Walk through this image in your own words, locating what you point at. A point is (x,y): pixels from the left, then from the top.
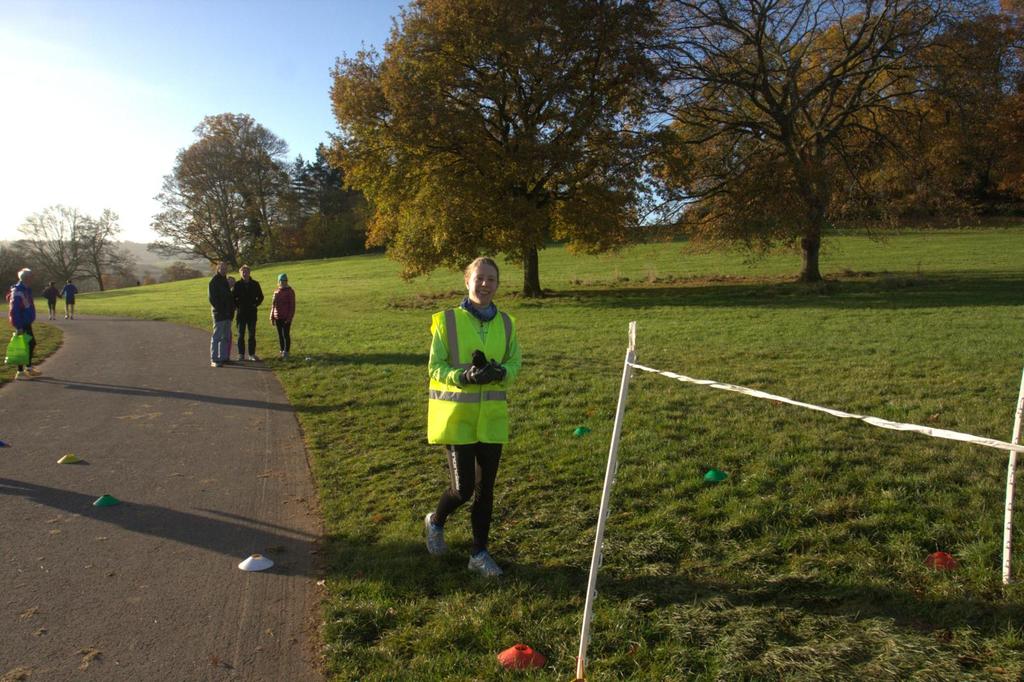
In this image we can see a few people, among them some are holding the objects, there are trees (695,128), grass (412,435) and some other objects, in the background (213,79), we can see the sky (197,86).
